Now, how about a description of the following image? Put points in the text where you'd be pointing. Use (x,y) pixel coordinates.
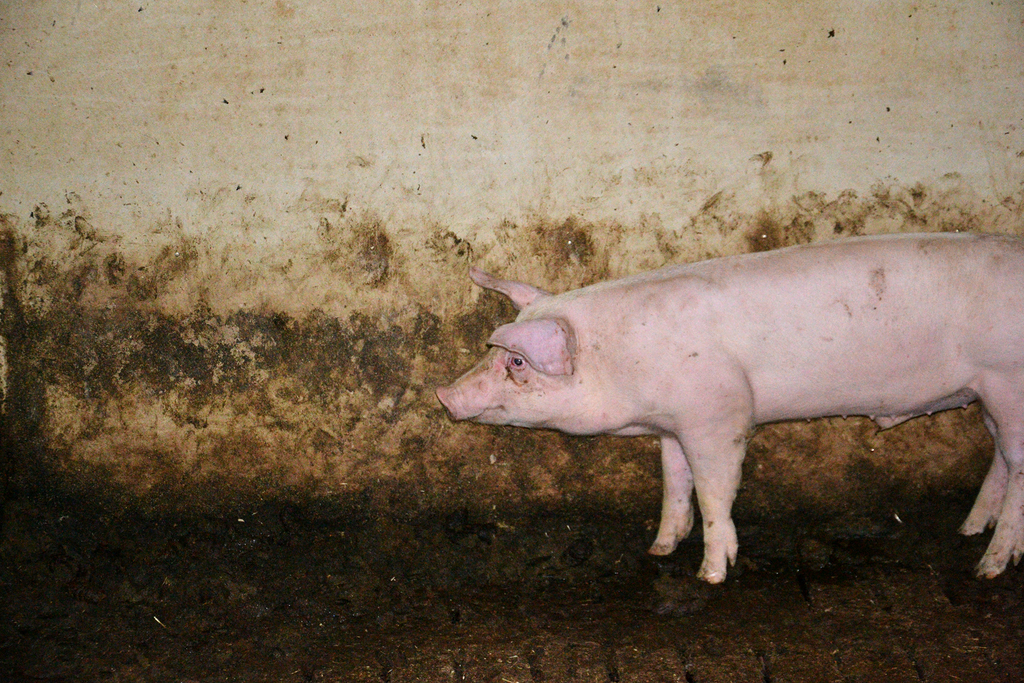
In this picture I can see a pig (761,388) and a wall (401,230) in the background (377,225).
